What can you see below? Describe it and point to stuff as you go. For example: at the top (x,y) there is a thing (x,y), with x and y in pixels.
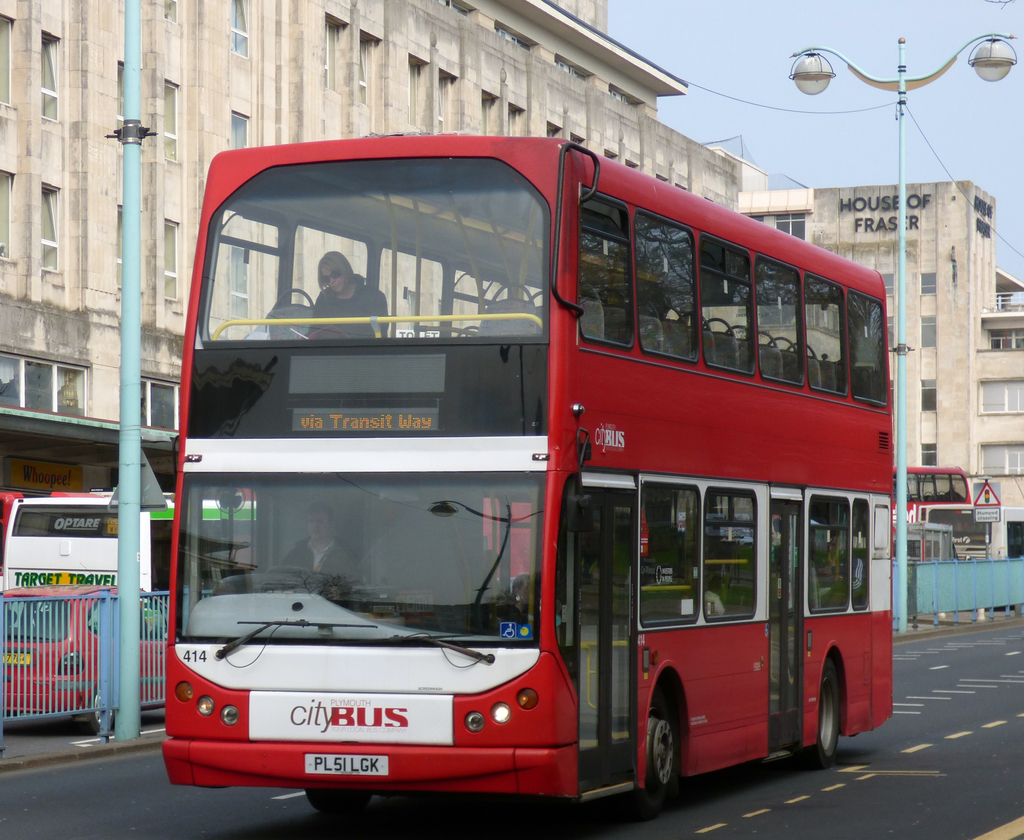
In this image we can see many vehicles (193,706). There is a sky (870,129) and few buildings (609,122) in the image. There are two street lights (894,83) in the image. An electrical cable (787,106) is connected to the street light (871,84). A person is driving a bus (183,722).
